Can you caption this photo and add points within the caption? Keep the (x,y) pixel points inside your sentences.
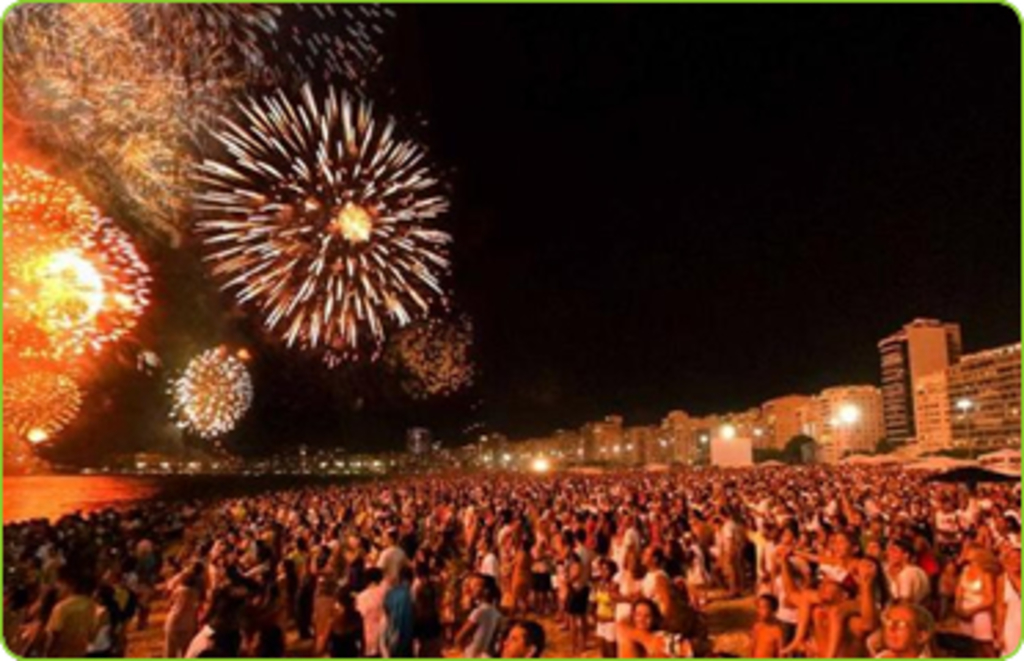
This is an edited picture. This is the picture of a city (978,407). In this image there are buildings (583,440) and trees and there are group of people (540,500) standing. On the left side of the image (68,498) there is water (150,493). At the top (379,125) there are fireworks (158,212) in the sky (604,92).
